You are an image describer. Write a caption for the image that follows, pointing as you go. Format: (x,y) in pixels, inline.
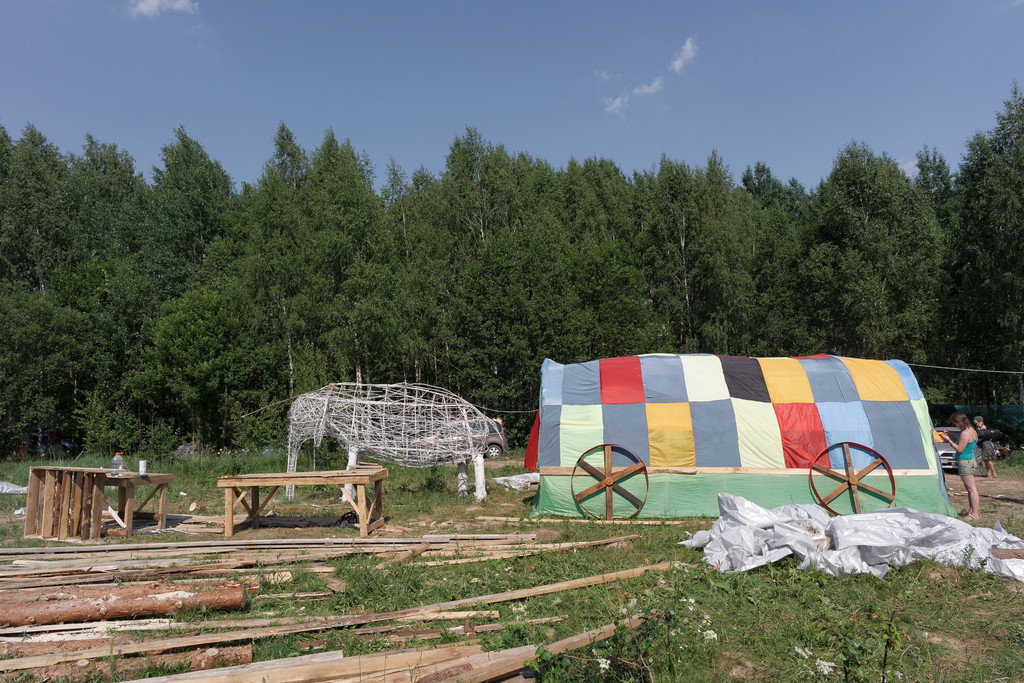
In this image, There's grass (730,607) on the ground (279,656), in the left side of the image (205,639) there are some woods (243,546) which are in brown color and there are two tables (167,493) which are in yellow color, In the right side of the image (751,416) there is a shed (736,398), In the background (949,286) there are some trees (446,271) in green color and there is a sky (443,87) in blue color.
